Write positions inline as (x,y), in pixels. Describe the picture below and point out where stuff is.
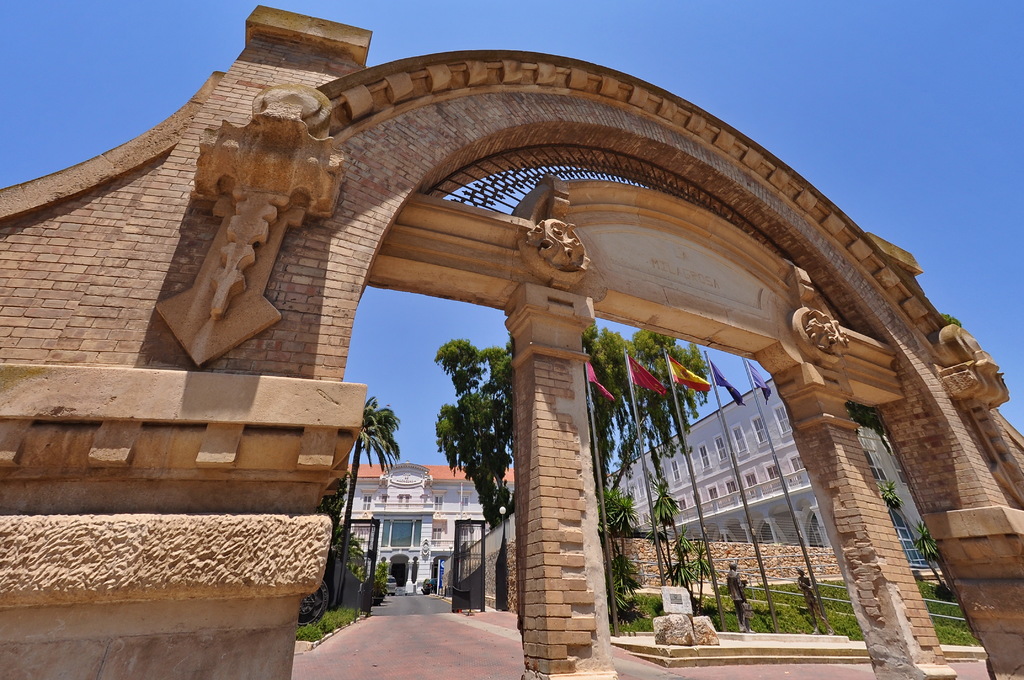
In this image there is an arch (457,283) in the foreground (521,289). In the background (477,511) there is a building (407,515). In the middle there is a path (403,616), Beside the path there are trees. There are flags (772,615) in the ground (790,606). At the top (891,127) there is sky (891,127). On the right side (715,445) there is a building (747,446) with the windows (762,429).
